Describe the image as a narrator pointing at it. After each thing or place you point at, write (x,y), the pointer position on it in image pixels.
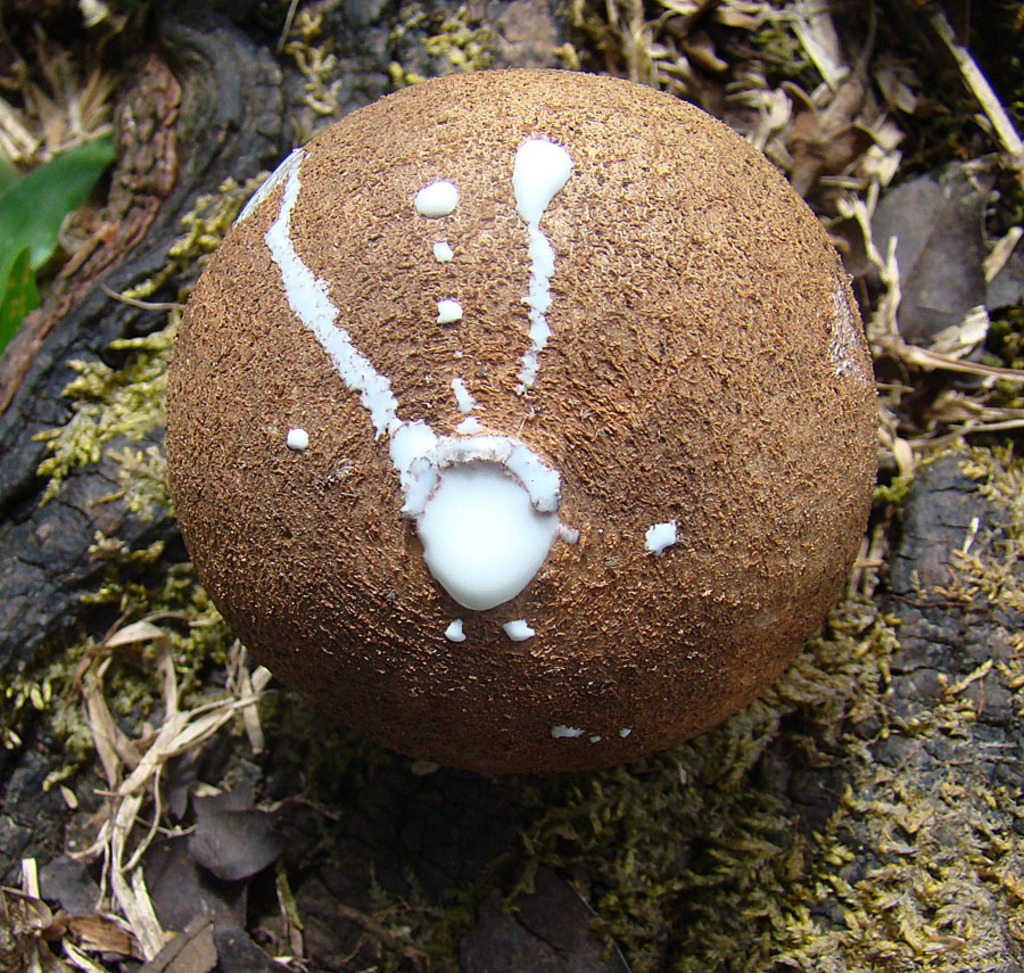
In this image we can see an object (543,338) which looks like a fruit (547,161) to the tree (245,89) and there are some leaves (837,108) around it.
